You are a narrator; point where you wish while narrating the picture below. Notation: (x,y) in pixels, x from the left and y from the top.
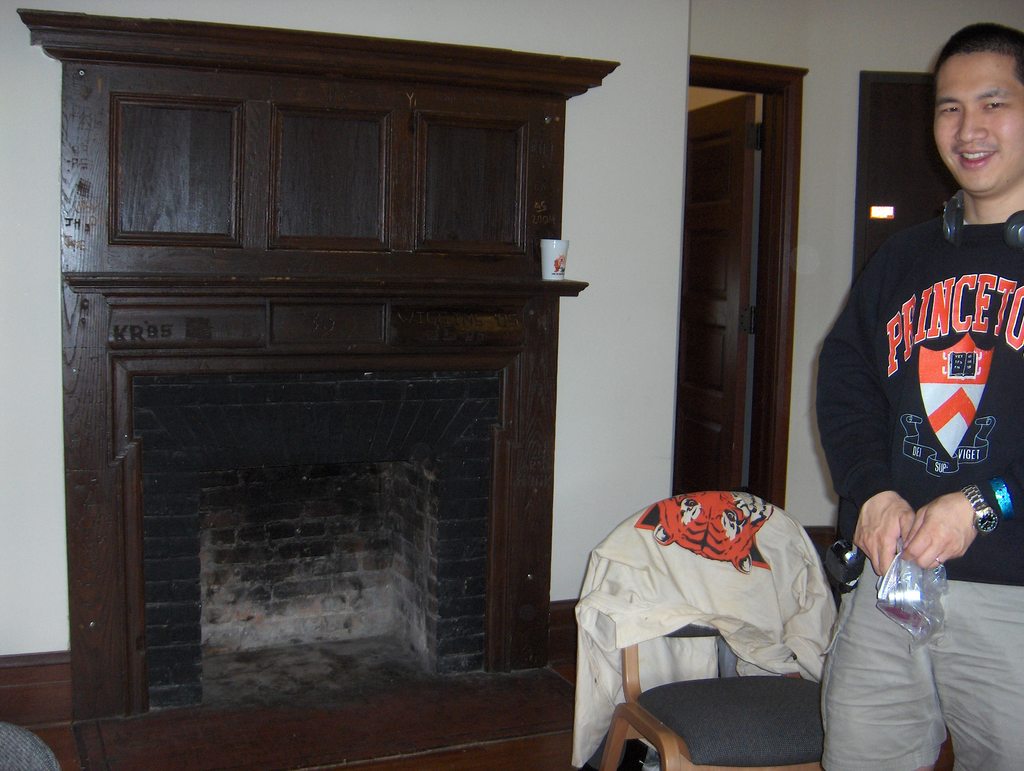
In this image we can see a person (912,419) standing and holding an object (909,587). Beside a person (883,554) we can see a chair (718,606) with a cloth (701,612). In the background (724,131), we can see the wall (680,153) with door (721,147) and cupboard (181,126).
